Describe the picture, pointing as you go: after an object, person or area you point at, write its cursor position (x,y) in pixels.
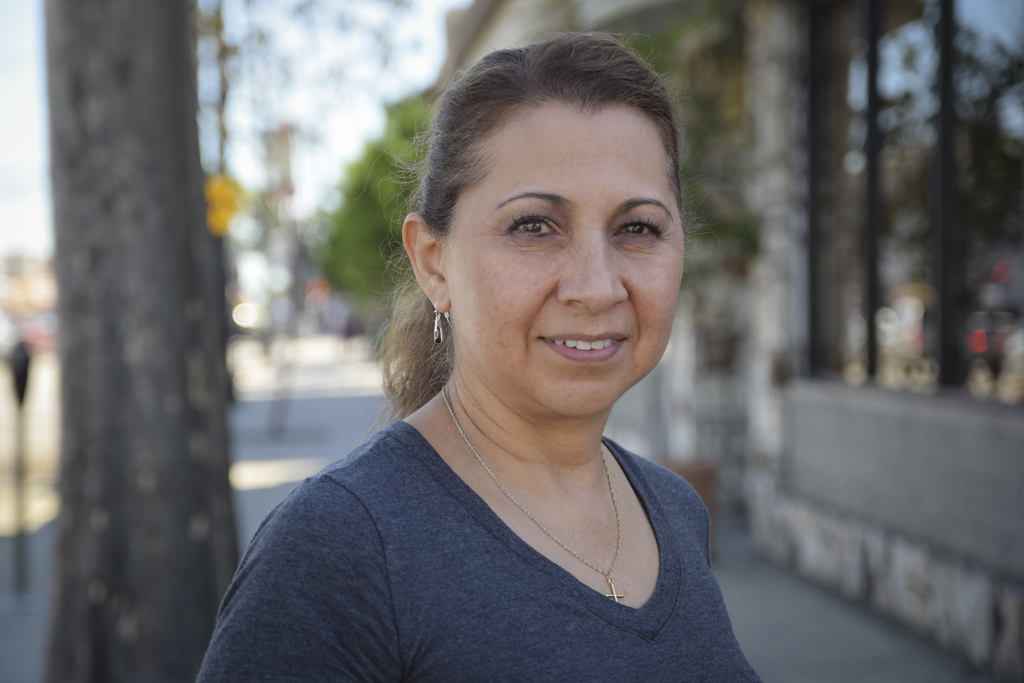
In this image there is a lady (561,586) wearing a t-shirt (486,594). In the background (158,335) there are trees (134,343). The background (150,319) is blurry.
